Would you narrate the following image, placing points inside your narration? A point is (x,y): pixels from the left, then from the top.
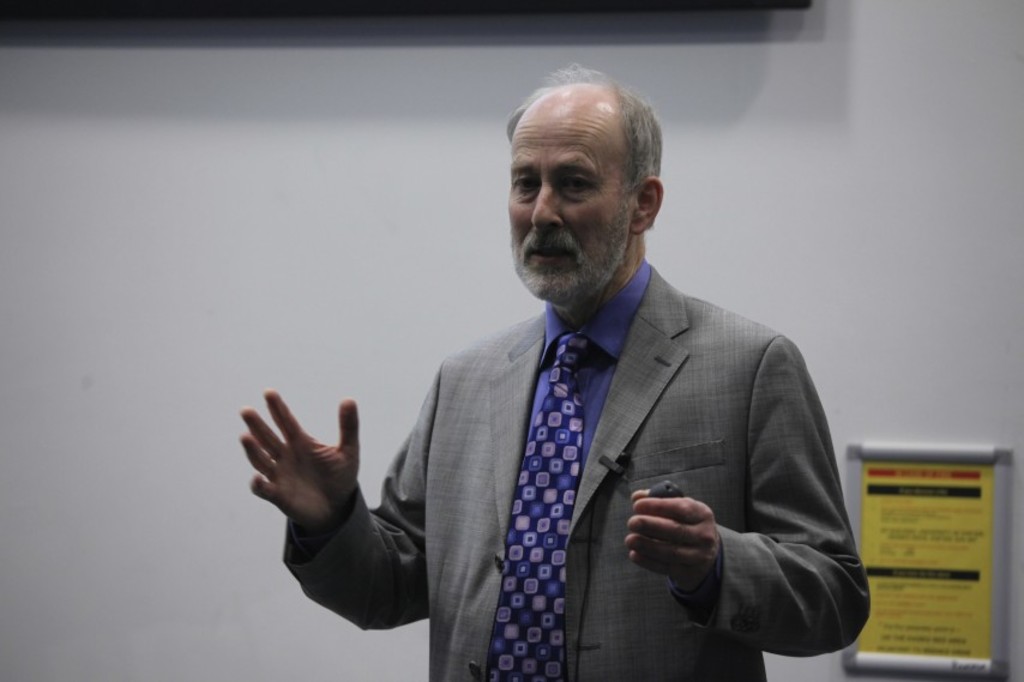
Here I can see a man (565,496) wearing a suit (657,431), standing and speaking. On the right side (929,533) there is a poster (956,555) attached to the wall (915,311). On the poster (926,534), I can see some text (957,529). At the top of the image (448,14) there is an object (392,3) which seems to be a monitor (83,8).
